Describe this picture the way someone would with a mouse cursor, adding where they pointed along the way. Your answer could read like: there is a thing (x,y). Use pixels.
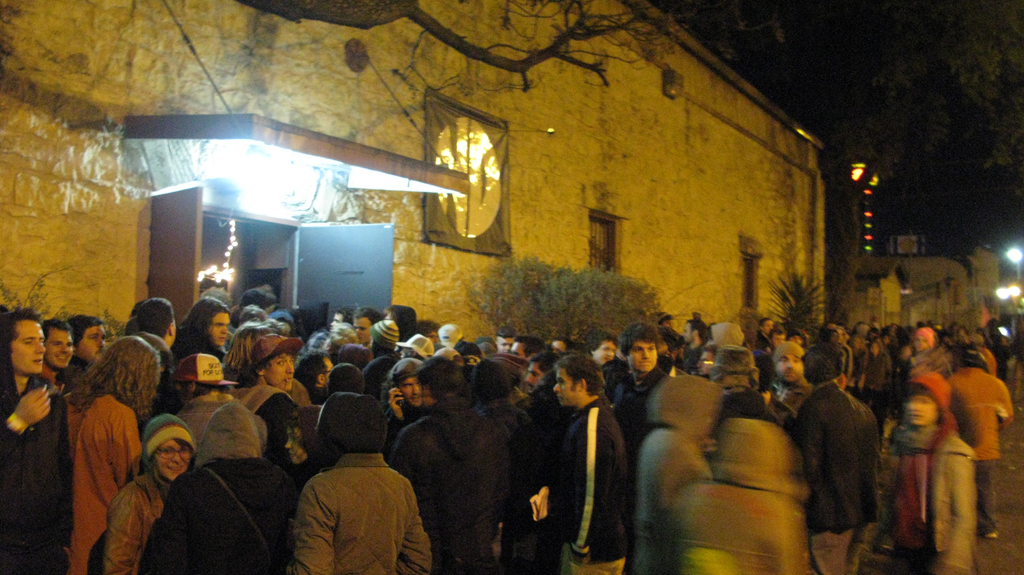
In the image in the center (402,330) we can see a group of people (514,365) are standing and few people (924,427) are wearing hat (385,420). In the background (592,113) there is a building (542,206), wall (540,221), door (311,254), lights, windows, trees (585,17) etc.
